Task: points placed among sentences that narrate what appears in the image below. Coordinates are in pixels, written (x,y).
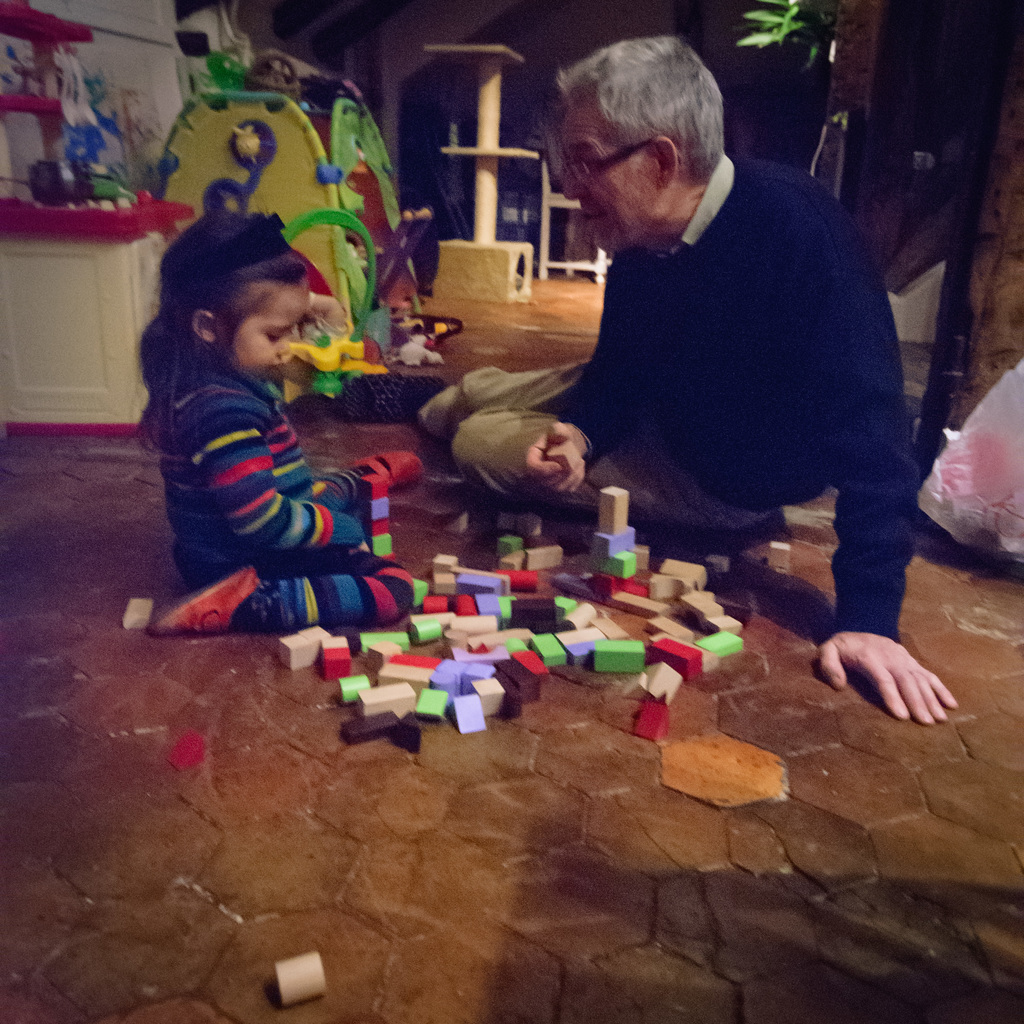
In this picture I can see the brown color surface (55,467), on which I see a girl (291,561) and a man (567,470) sitting and near to them I see few colorful toys (425,608). In the background (15,413) I see few more toys (326,244) and I see that it is a bit dark.
